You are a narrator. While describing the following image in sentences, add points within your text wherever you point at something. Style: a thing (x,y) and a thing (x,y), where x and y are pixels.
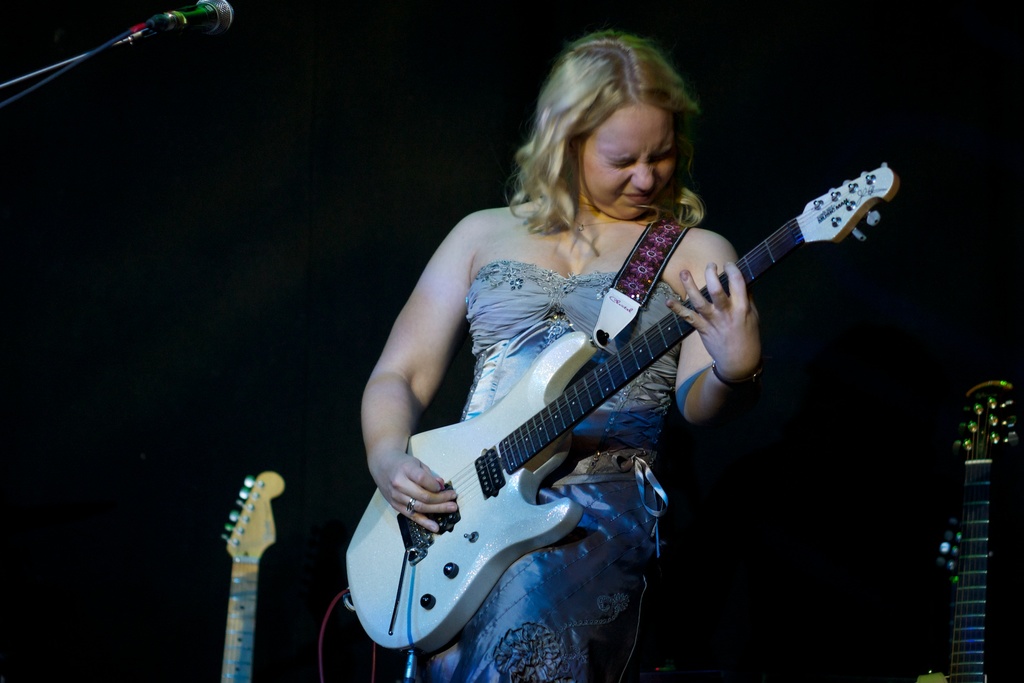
In the center of the image (498,264) we can see a woman (504,378) standing and holding a guitar (855,189). On the right (985,447) and left side of the image (286,485) we can see guitars (985,447). At the top left corner (179,26) we can see mic (195,22).
